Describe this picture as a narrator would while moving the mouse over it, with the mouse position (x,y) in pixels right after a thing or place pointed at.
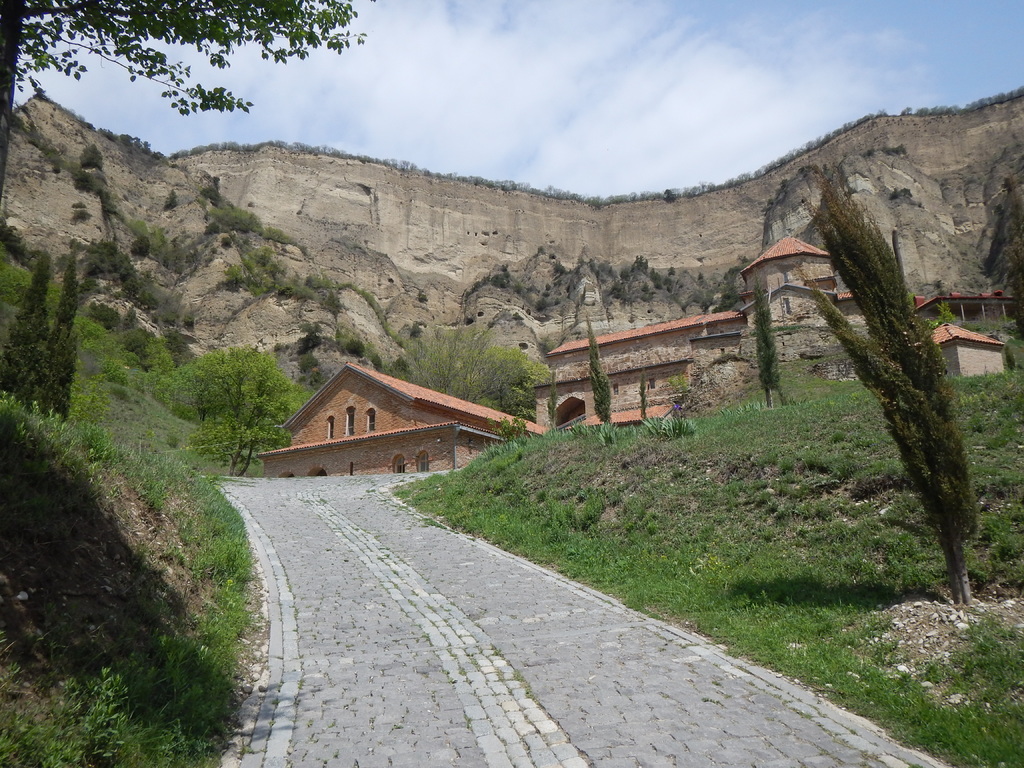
In this image I can see the road (335,587). To the side of the road (386,616) there are trees (933,467) and grass (533,519). In the back (447,460) I can see the houses (452,438) which are in brown color. In the background (366,279) there is a mountain (228,211), trees (275,141) and the sky (373,131).
